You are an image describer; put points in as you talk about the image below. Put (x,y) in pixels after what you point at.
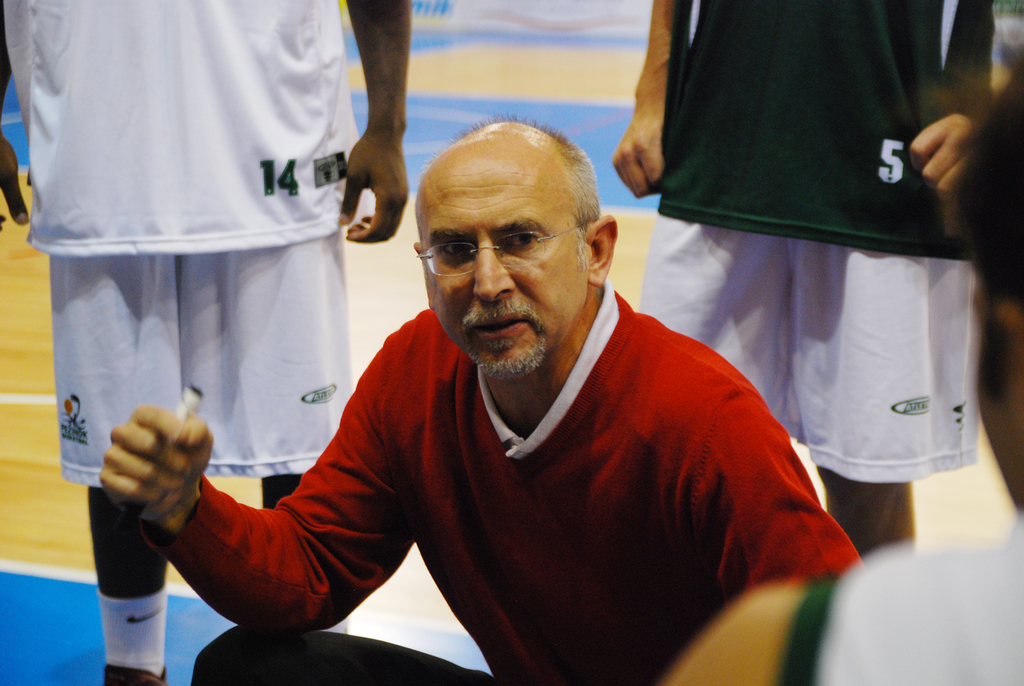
In this picture there is a man (590,316) who is wearing spectacle (465,254), sweater (691,494), t-shirt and trouser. He is holding a white object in his hand (127,462). Beside him I can see some persons (675,165) who are wearing t-shirt (229,146) and shorts (907,356). They are standing on the basketball court (392,277).
